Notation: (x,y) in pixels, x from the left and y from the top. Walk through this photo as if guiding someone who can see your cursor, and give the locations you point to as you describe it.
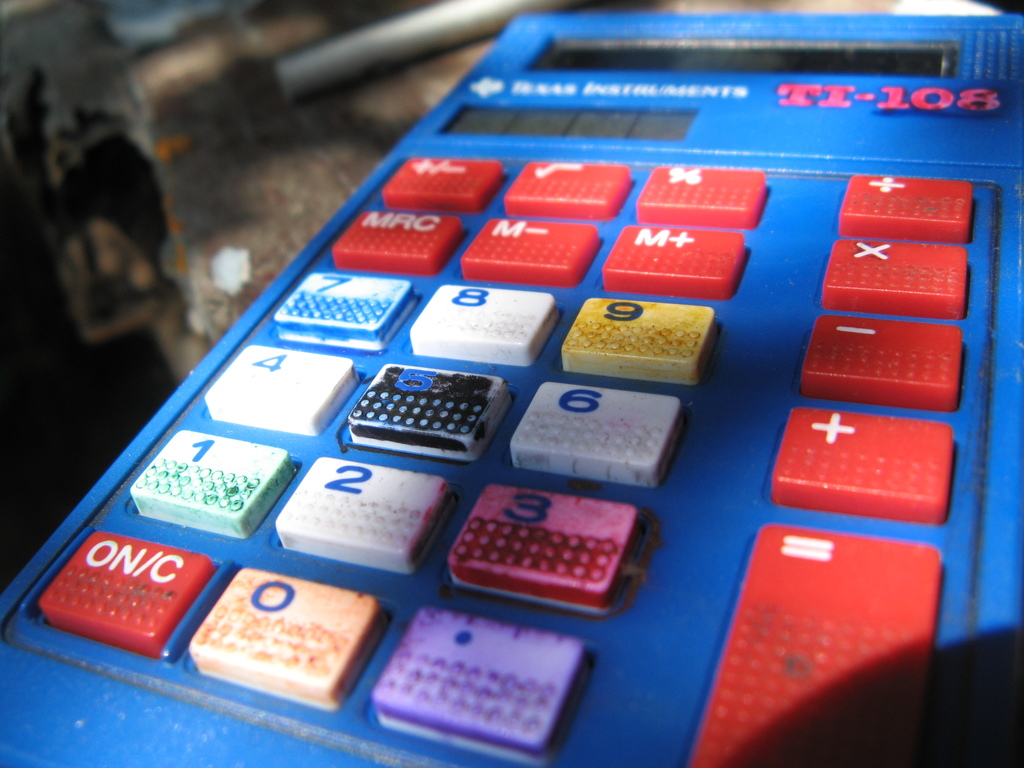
In the foreground of this image (745,450), there is a blue color calculator (801,580) on the surface (305,200) and we can also see an object (349,50) at the top (398,24).
